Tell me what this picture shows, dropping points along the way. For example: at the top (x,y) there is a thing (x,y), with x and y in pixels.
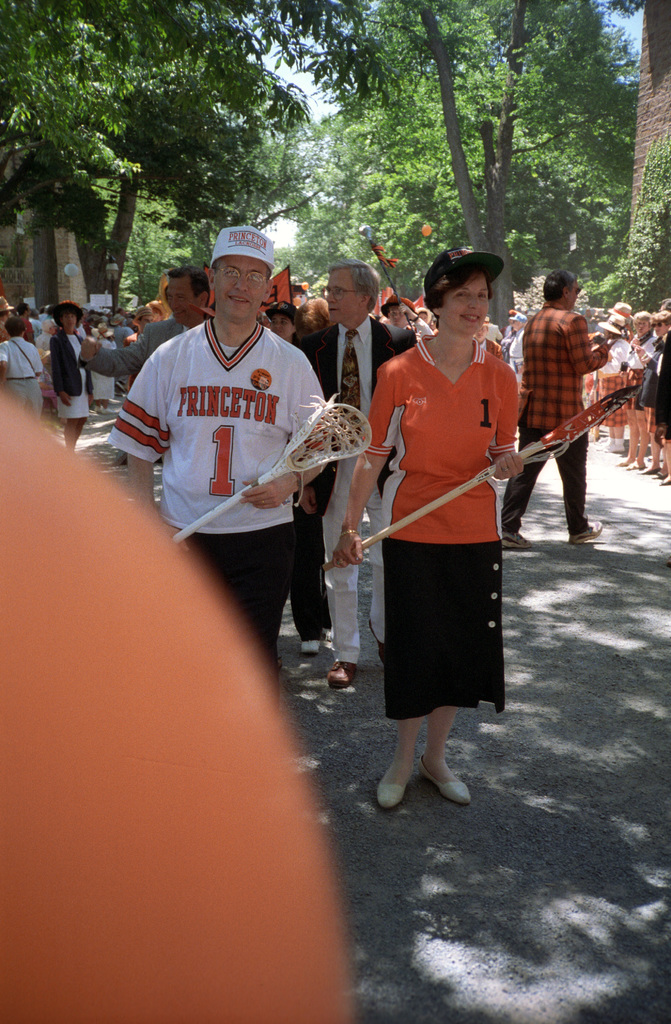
This image is taken outdoors. In the background (372,190) there are many trees (414,142). In the middle of the image (357,375) there are many people (210,336) standing on the road (558,639) and a few are walking. A man (276,352) and a woman (458,376) are standing and they are holding sticks (310,460) in their hands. At the bottom of the image (561,837) there is a road (552,776).
